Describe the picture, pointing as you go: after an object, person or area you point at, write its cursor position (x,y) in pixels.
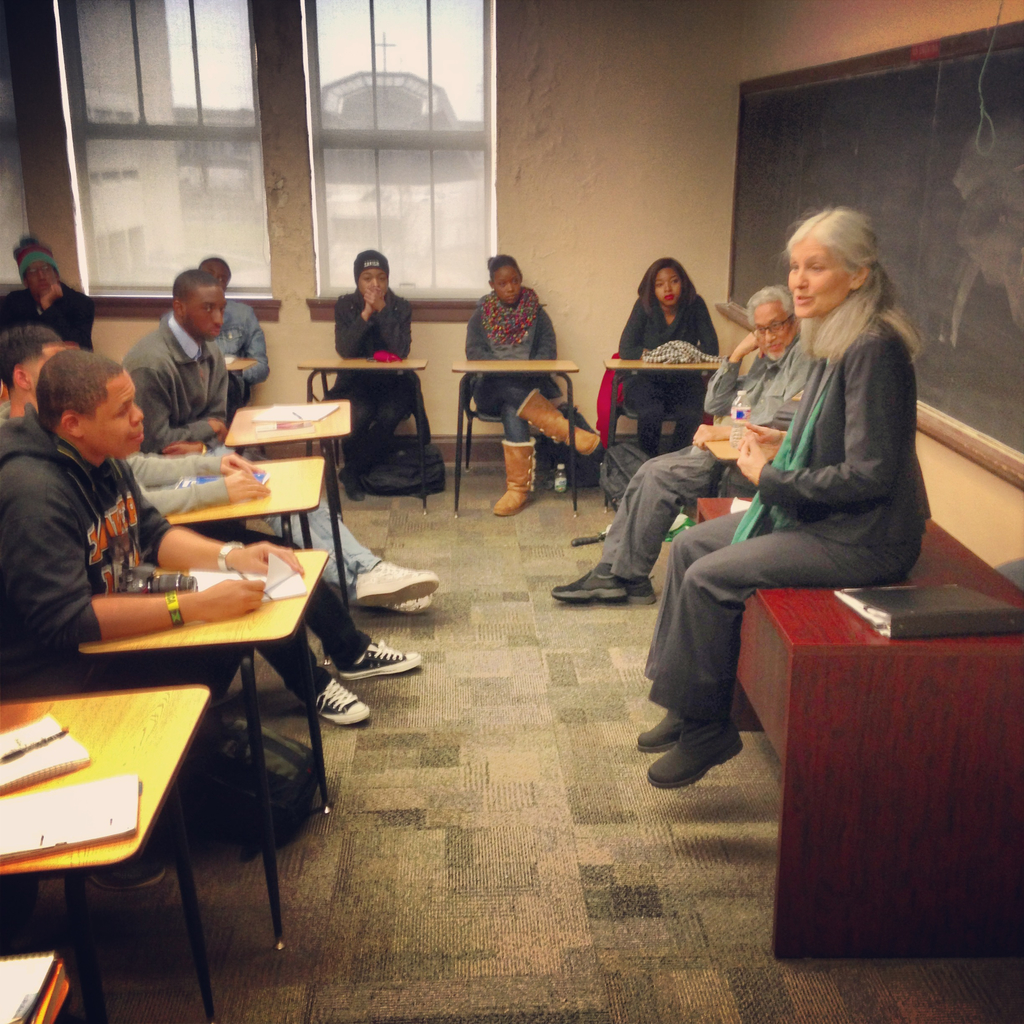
In this picture we can see some people (676,269) sitting on the chairs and a lady (741,574) sitting on the desk (764,627) in front of them.
